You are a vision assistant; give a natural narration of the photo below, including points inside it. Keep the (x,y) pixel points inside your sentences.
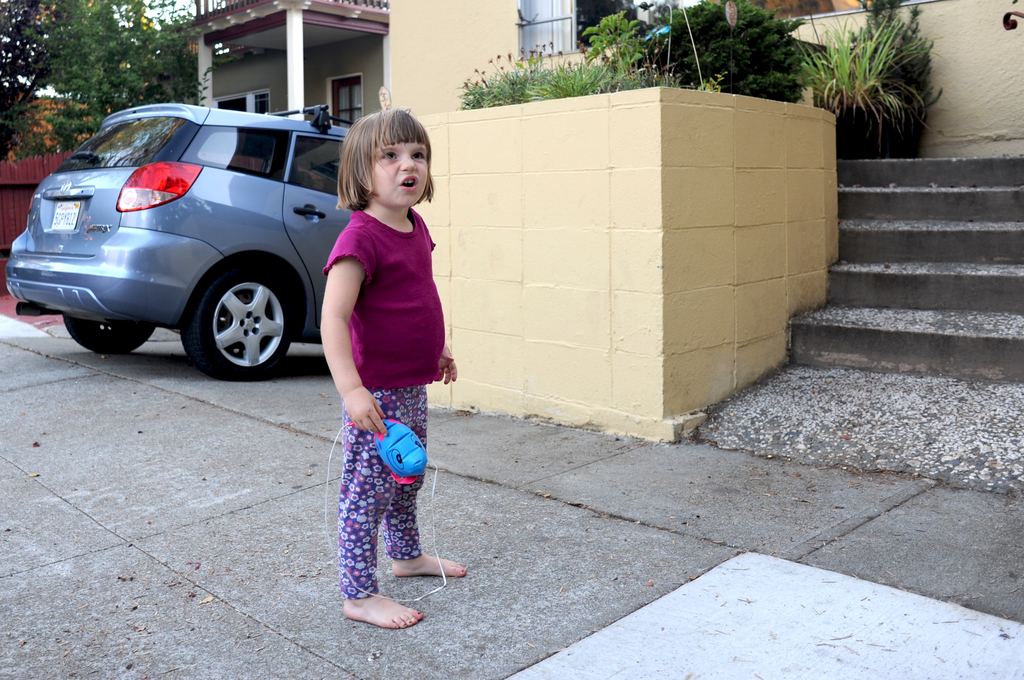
In this image I see a girl (417,303) who is wearing pink color top (410,321) and pants (382,400) and I see that she is holding a toy (390,437) which is of blue and pink in color and I see the path (7,326). In the background (237,201) I see a car (136,237), few plants (886,0) over here, steps (887,193) and I see the trees (145,85), fencing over here and I see the houses (336,57).
